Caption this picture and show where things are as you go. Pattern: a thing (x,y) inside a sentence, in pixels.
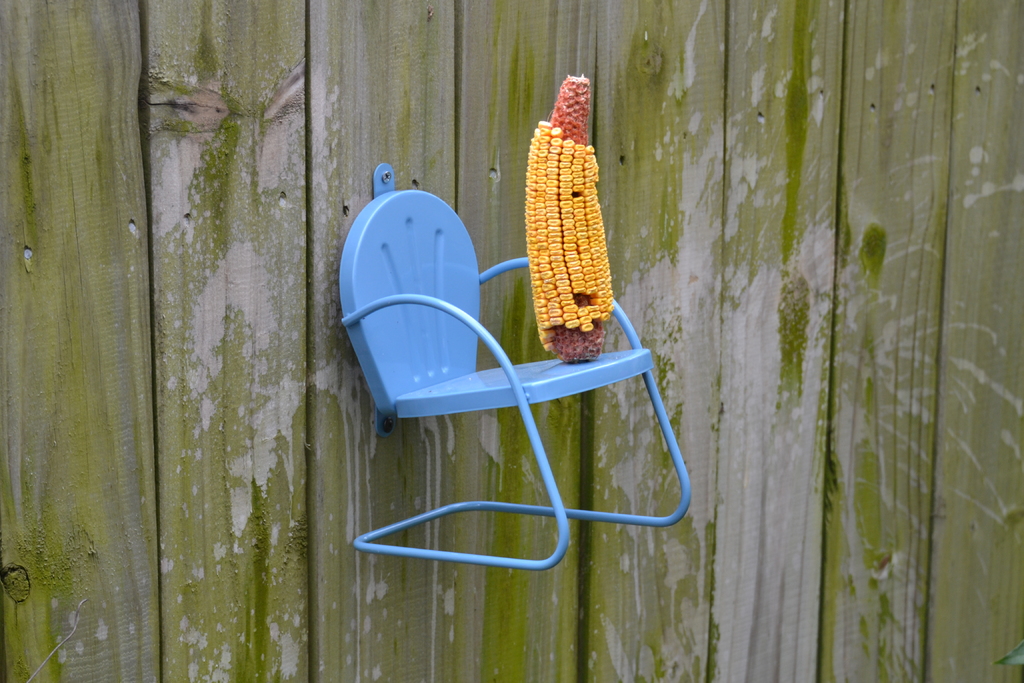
In this image there is a small chair (421,305) fixed to the wall (348,170). On the chair (416,270) there is corn (553,238).
